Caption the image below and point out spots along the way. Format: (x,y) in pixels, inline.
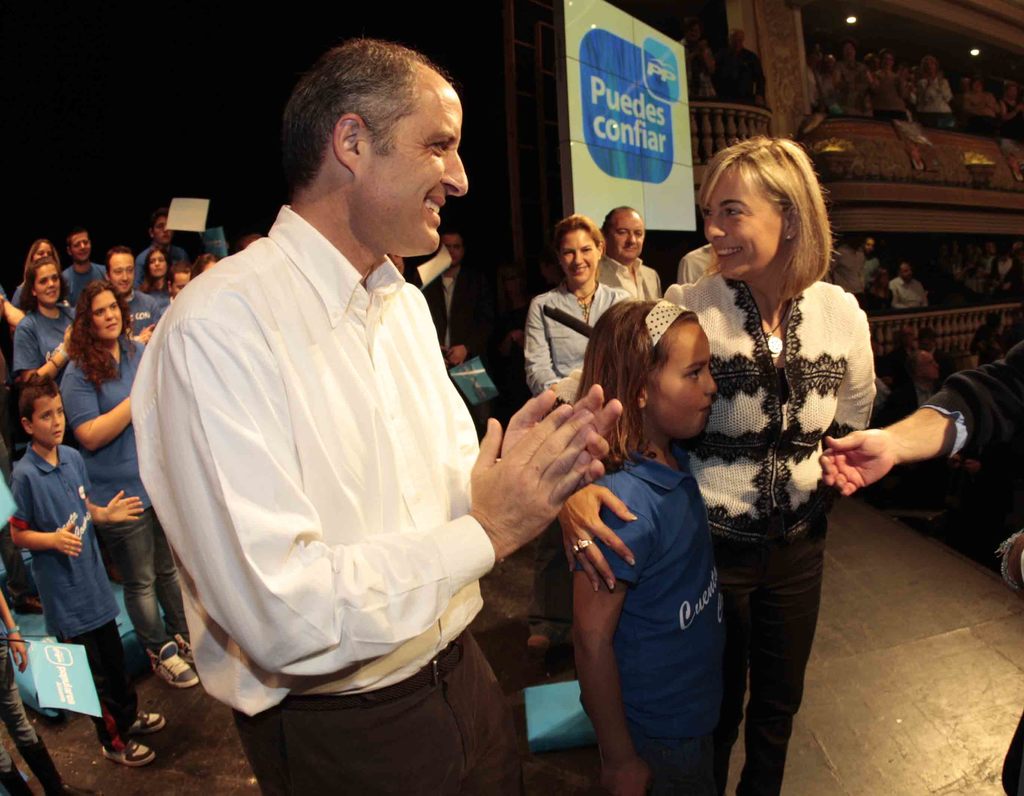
Here in this picture we can see a group of people (492,310) and children (591,618) standing on the floor (176,769) over there and we can see many of them are smiling and behind them we can see a banner (623,106) present and in the background (858,263) we can see number of people (882,79) sitting and standing and watching them over there.
